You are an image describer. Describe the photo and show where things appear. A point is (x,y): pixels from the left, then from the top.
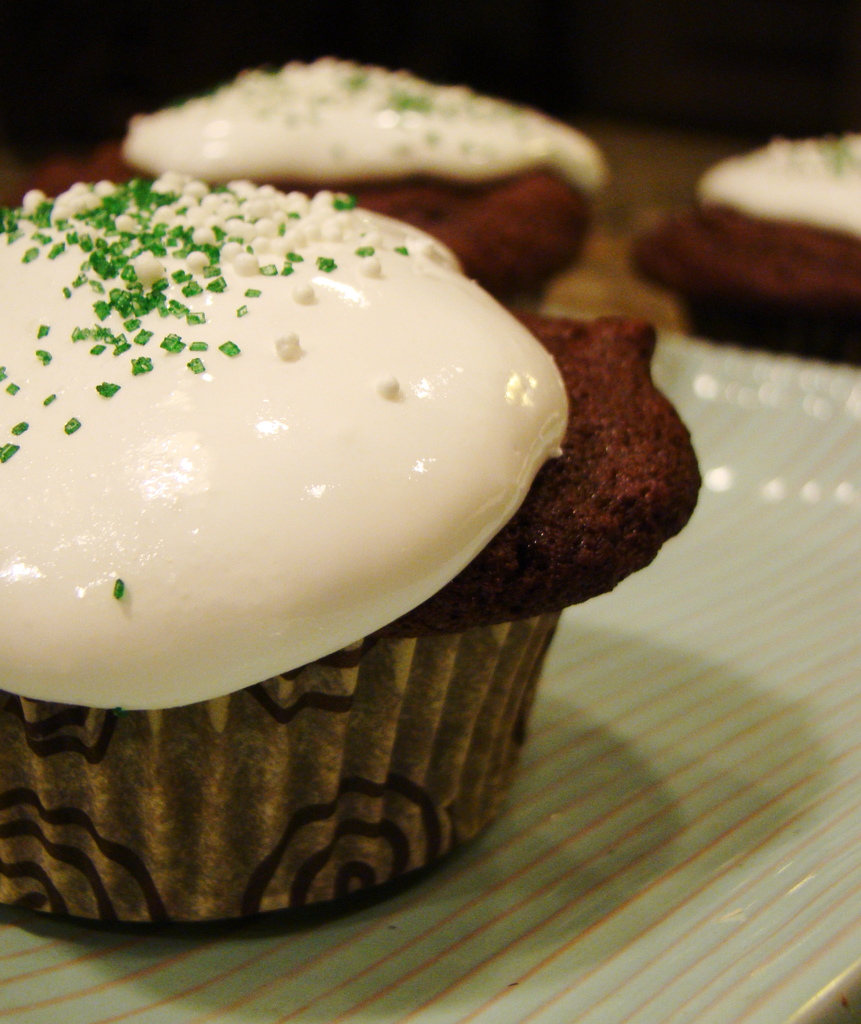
In this picture we can see cupcakes (546,407) on a tray (561,884) and in the background (765,29) it is dark.
